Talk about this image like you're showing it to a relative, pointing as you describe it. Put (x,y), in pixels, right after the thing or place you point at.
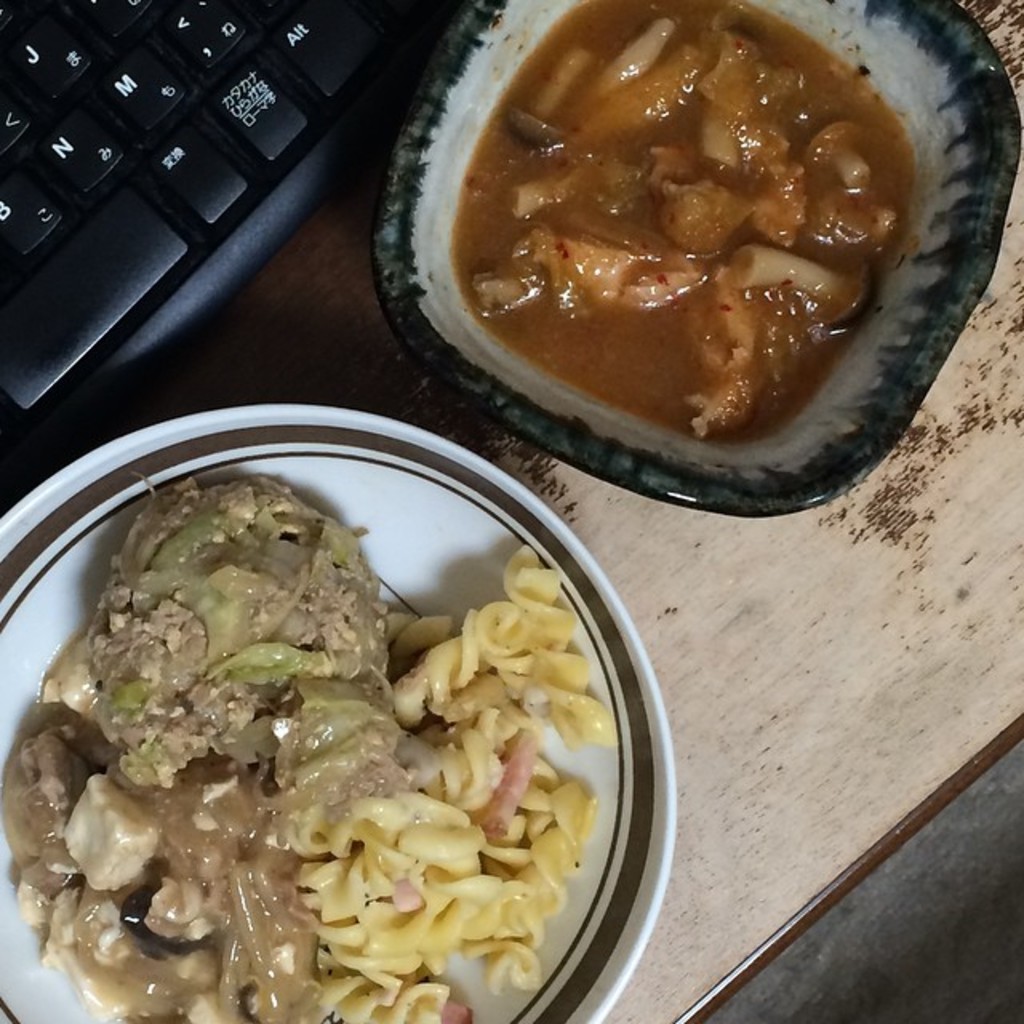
In this image I can see a keyboard (248,94) and food items (588,288) in bowls (389,471). These objects (187,144) are on a wooden surface (629,544).
